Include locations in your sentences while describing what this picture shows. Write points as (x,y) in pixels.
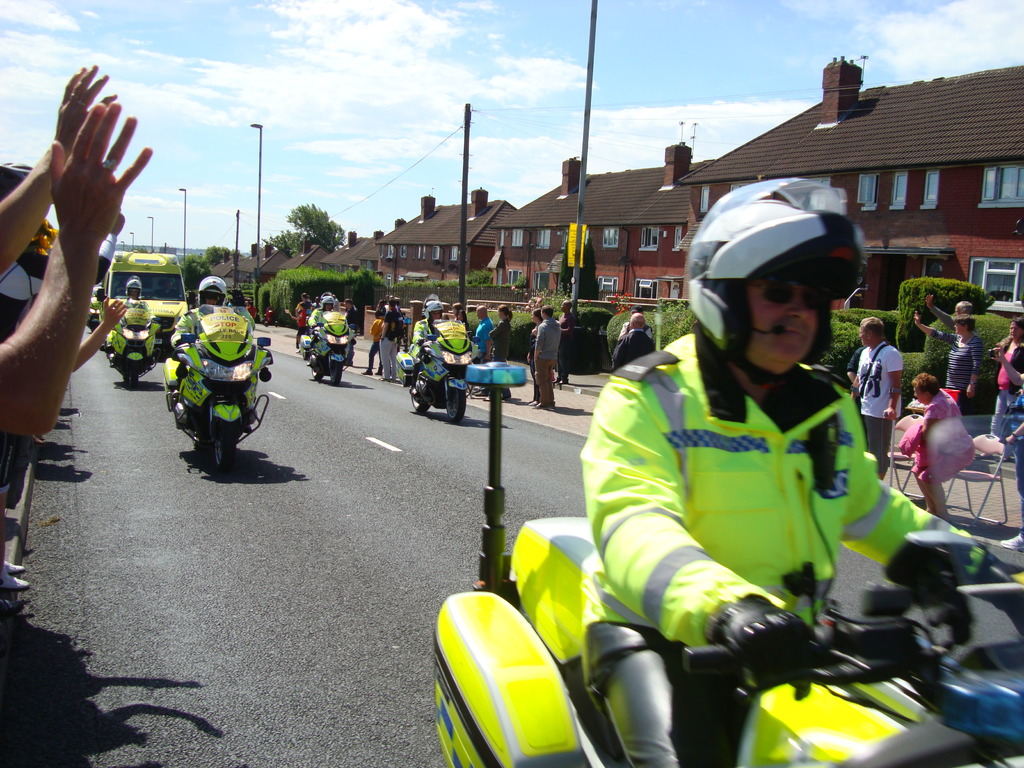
There are group of police (668,462) wearing light green jacket (635,457) and riding bikes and there is also a truck (165,273) behind them and there are also group of people (90,269) on the either side of the road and there are many houses (637,255) which are red in color on the right side (685,211).
